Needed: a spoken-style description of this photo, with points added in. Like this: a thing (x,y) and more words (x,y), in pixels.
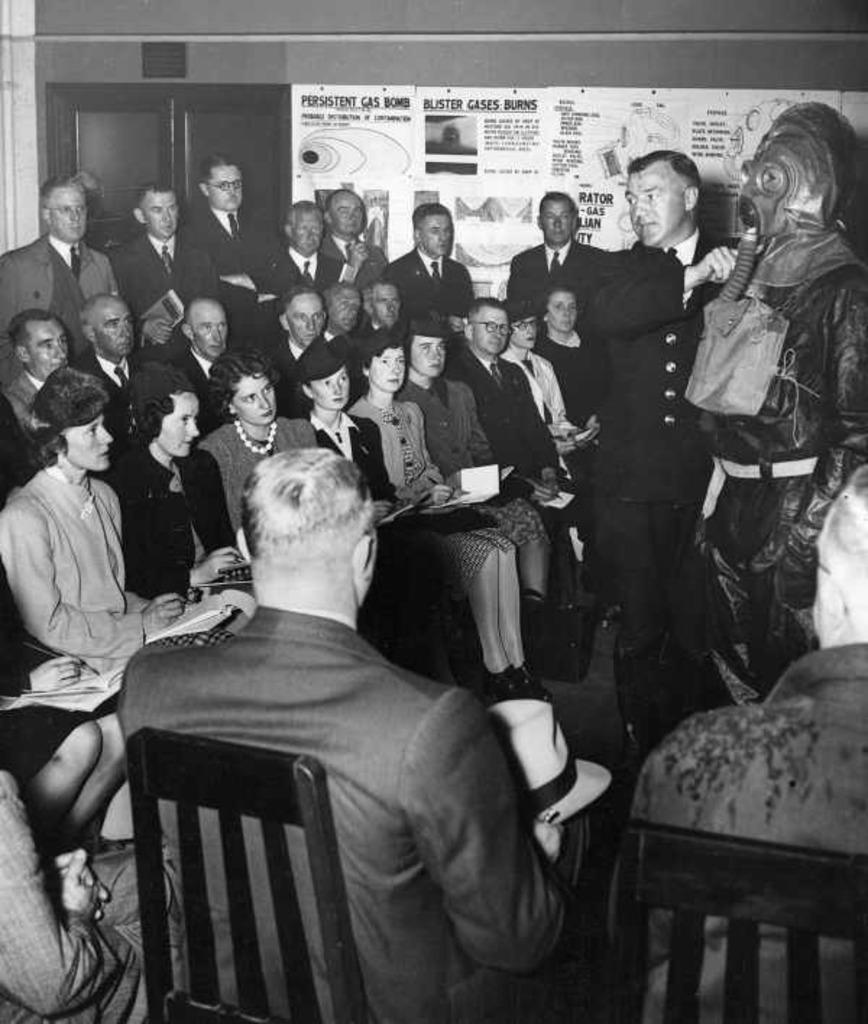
As we can see in the image, there are a group of people (458,406) sitting and standing and there is a grey color wall (521,59), A banner (499,128) is attached to the wall (468,73).
